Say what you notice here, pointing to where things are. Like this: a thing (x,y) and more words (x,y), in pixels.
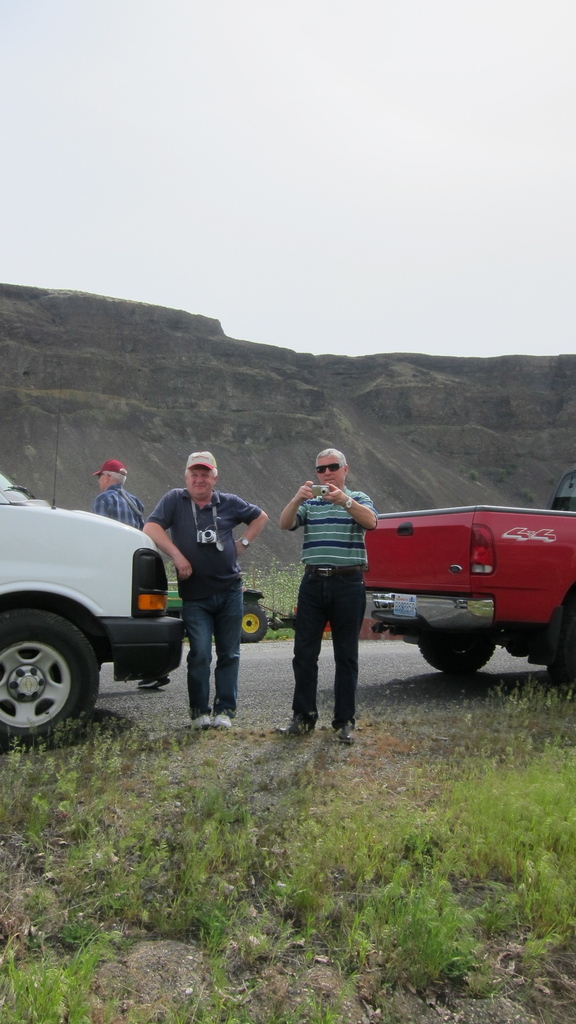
In the picture we can see a grassy surface (523,795) near it, we can see two cars (515,571) are parked on the road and between the cars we can see two men (179,513) are standing, one man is holding a camera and capturing something and behind them, we can see another man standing and in the background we can see a tractor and a hill (380,365) and on the top of the hill (280,410) we can see the sky (118,44).
